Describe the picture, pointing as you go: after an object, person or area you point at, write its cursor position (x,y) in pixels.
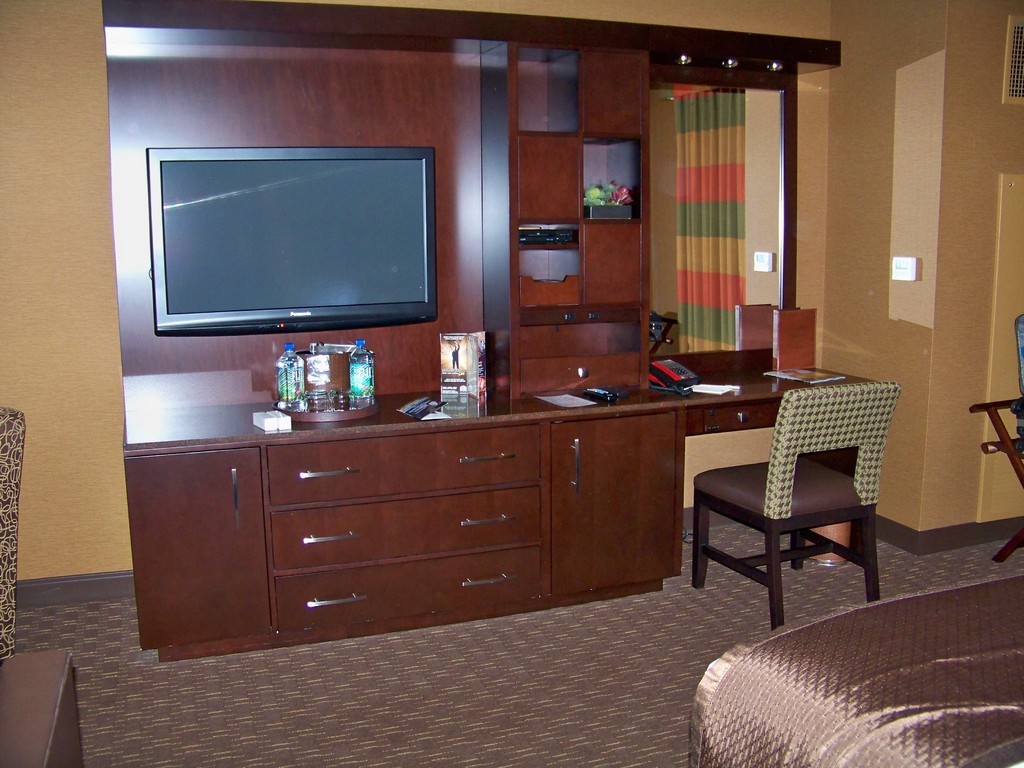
In the foreground (280,355), a table (287,511) is visible on which monitor (376,309) is there and bottles (280,381) are kept. Next to the shelves (626,68) are visible and drawers (484,458) are visible. The background wall (108,233) is light orange in color and brown in color. Next to that chair (790,469) is visible. In front of that mirror (763,273) is there and curtain (716,133) visible of green, yellow and orange in color. At the bottom (723,757) bed (846,759) is visible. This image is taken inside a room (591,369).
